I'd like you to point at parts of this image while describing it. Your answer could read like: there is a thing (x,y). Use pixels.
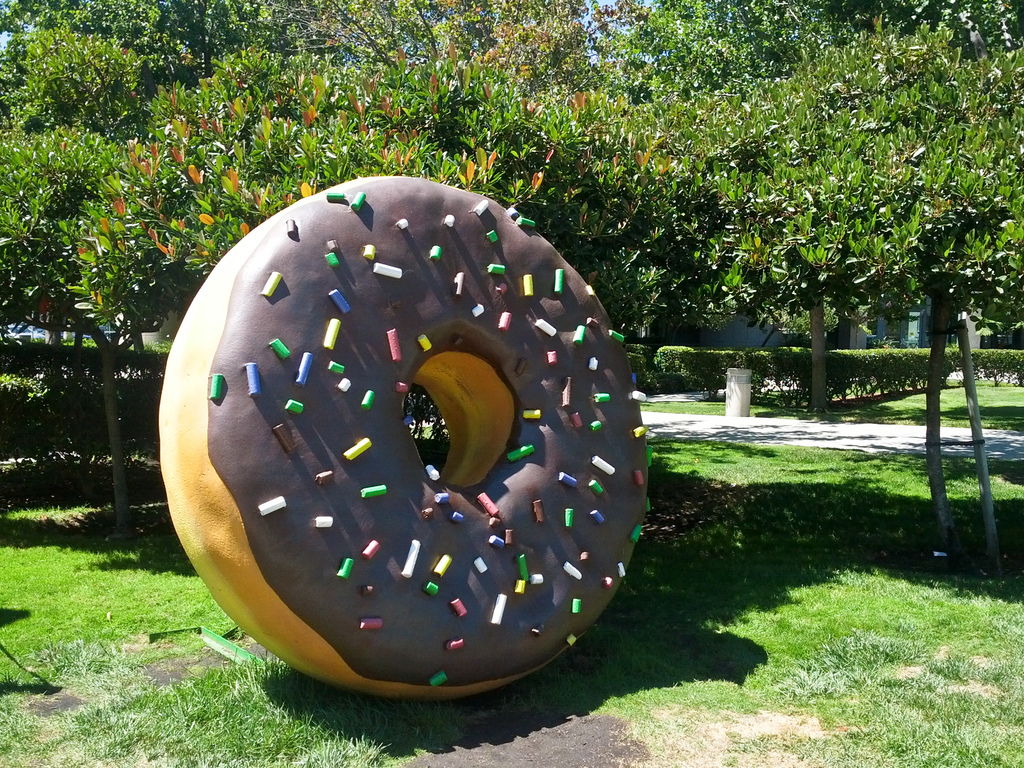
In the foreground of this picture (586,638), there is a structure of doughnut (310,435) on the grass (596,668). In the background (258,124), there are trees (232,149), grass (162,543), a bollard (737,373), plants (888,372) and the sky (598,2).
